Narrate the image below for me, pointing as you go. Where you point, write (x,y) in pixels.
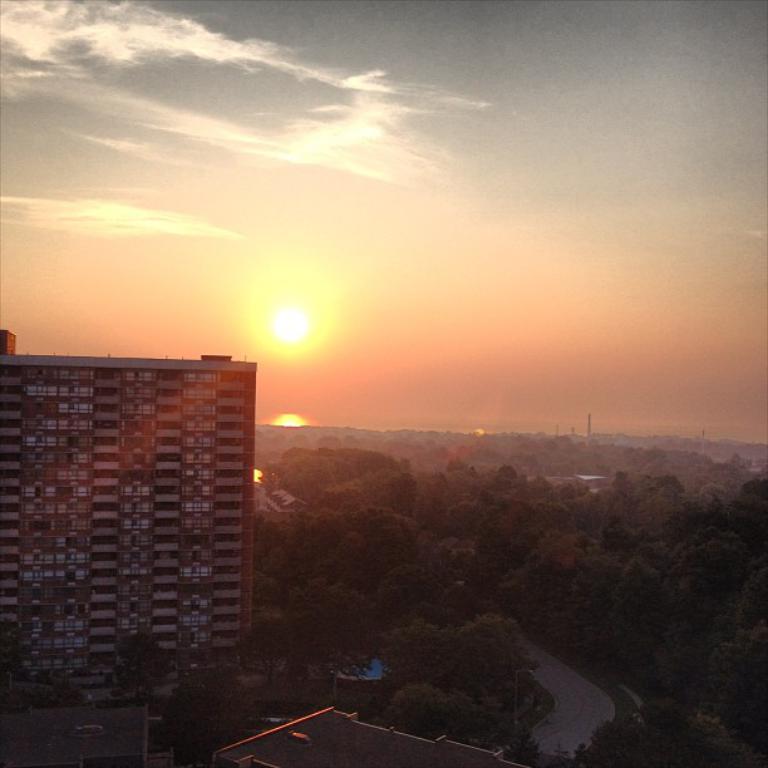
This image is taken during the sunrise. In this image we can see that there is a tall building (152,478) on the left side (144,511) and there are trees (432,466) on the right side (576,522). At the top (491,244) there is sky (499,256). In the middle (292,323) there is a sun (285,330). At the bottom (572,704) there is a road (563,717) in the middle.
